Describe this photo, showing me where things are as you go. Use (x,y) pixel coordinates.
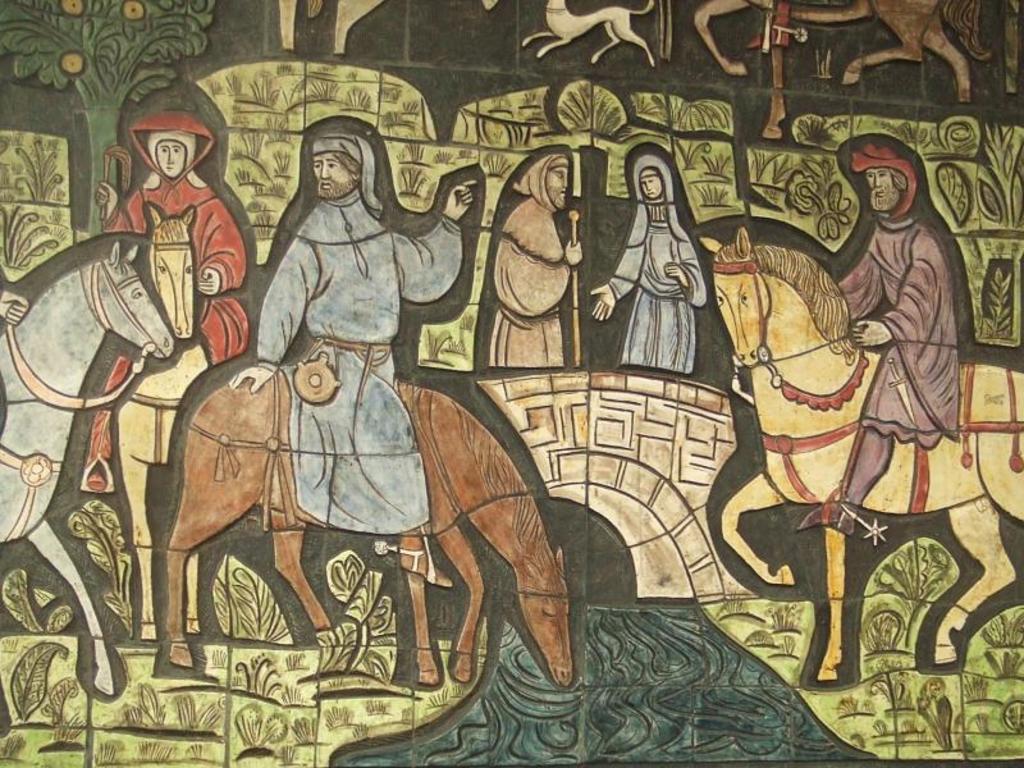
In this picture I can see the design (729,321) on the wall (385,365). In the design (469,84) I can see some persons (955,351) are sitting on the horse (260,425). In the center (550,315) I can see two persons (644,242).
